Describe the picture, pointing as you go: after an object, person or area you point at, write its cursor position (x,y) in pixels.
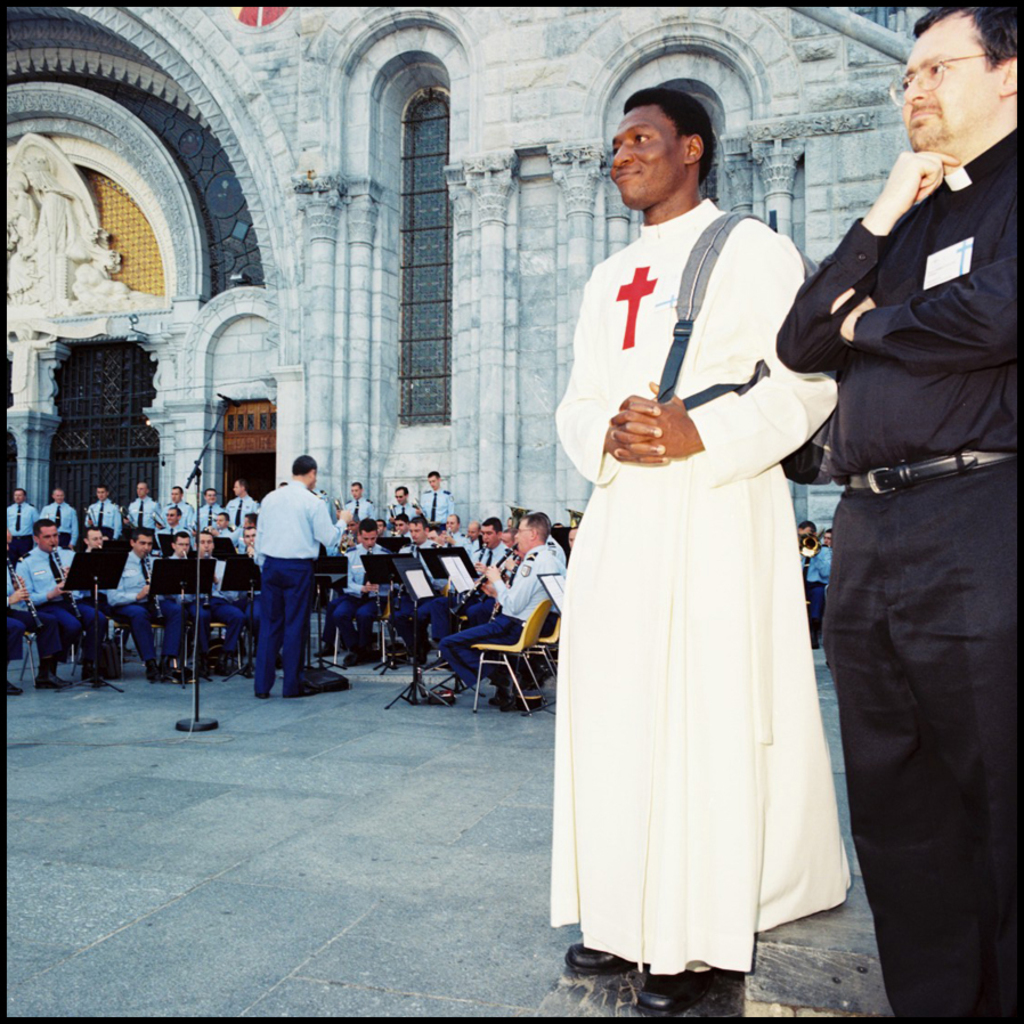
In this image we can see these people (641,476) are standing on the road (484,943) and these persons (553,565) wearing blue shirts (361,584) are sitting on the chairs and playing musical instruments (67,575). In the background (597,11), we can see the stone building (283,124).
